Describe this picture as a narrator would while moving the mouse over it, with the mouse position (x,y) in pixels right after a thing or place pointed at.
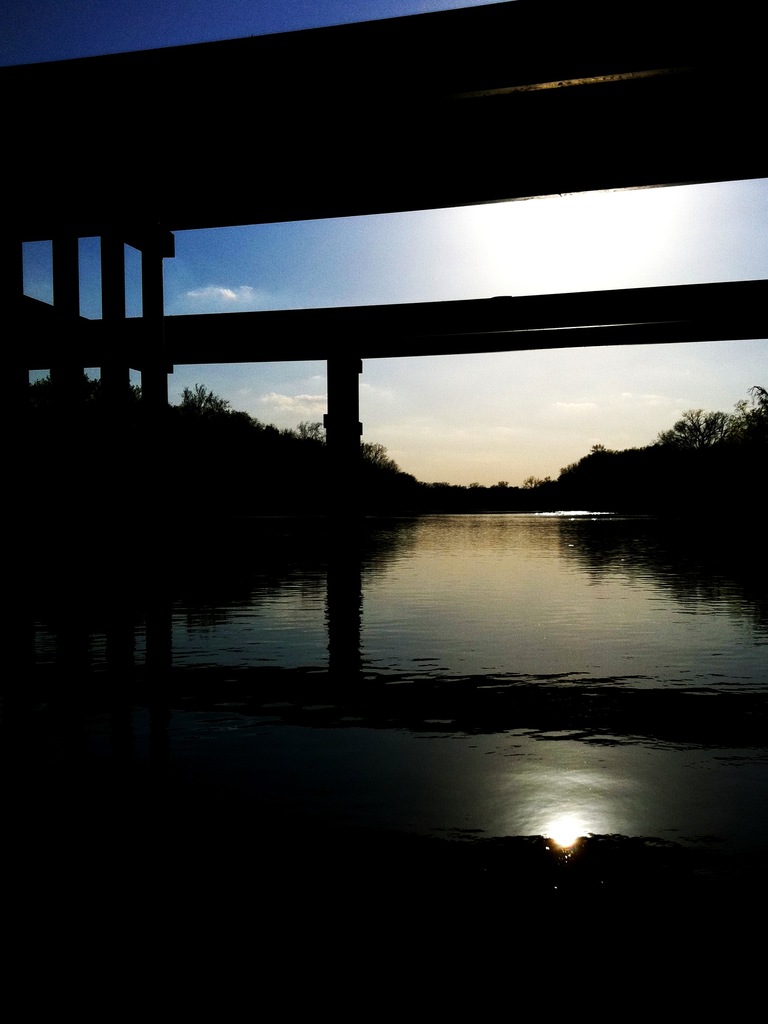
This image is clicked outside. There is water (449,683) in the middle (405,643). There are trees (42,434) in the middle (304,430). There is sky (670,285) at the top (504,288).
